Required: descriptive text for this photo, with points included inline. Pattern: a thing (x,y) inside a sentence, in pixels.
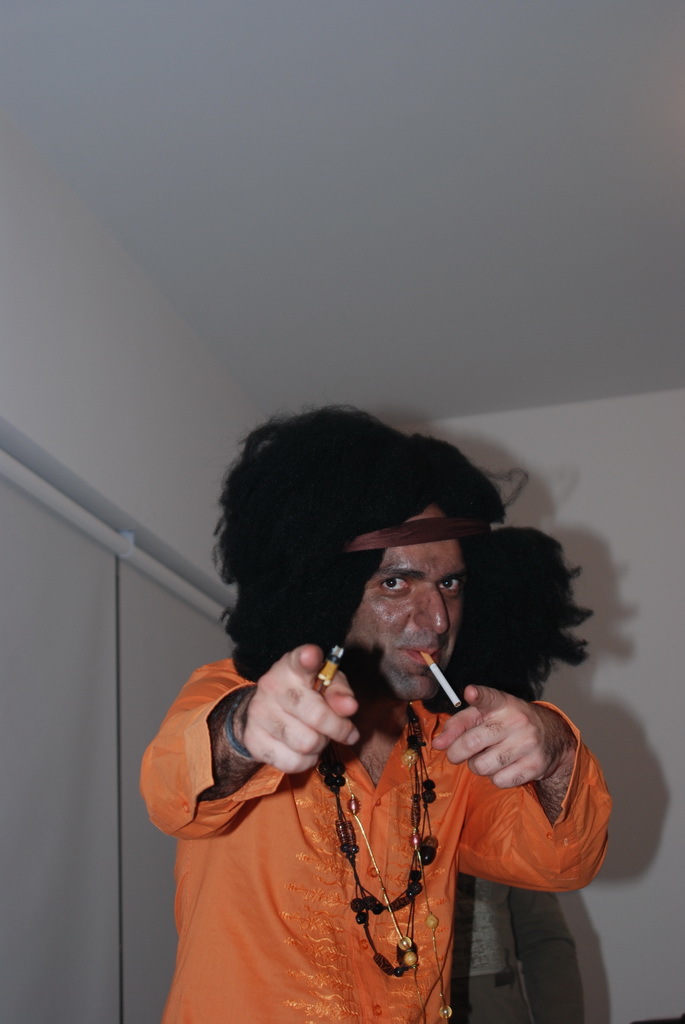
This picture might be taken inside the room (616,861). In this image, in the middle (355,677), we can see a man (403,634) wearing an orange color shirt (307,877) and holding something in his hand (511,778). In the background (666,400), we can see a wall (667,913).
